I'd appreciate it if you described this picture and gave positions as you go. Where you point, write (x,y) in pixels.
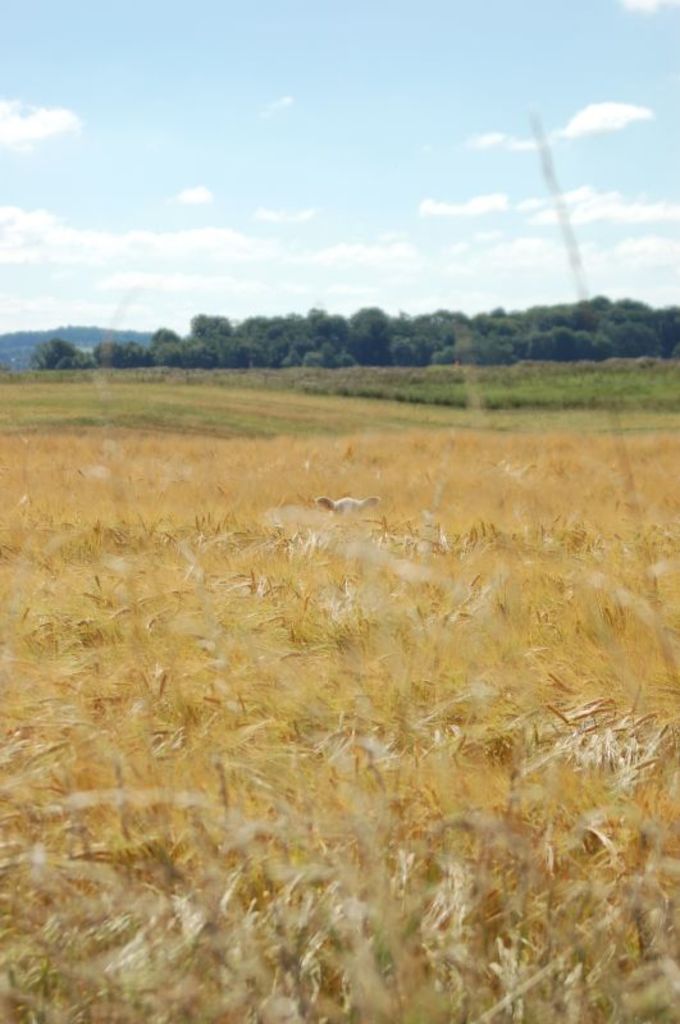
In this picture I can see there is an animal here and there are crops (152,431), in the backdrop (459,376) there are plants (423,395), trees (177,345), mountains (78,338) and the sky (273,158) is blue.
